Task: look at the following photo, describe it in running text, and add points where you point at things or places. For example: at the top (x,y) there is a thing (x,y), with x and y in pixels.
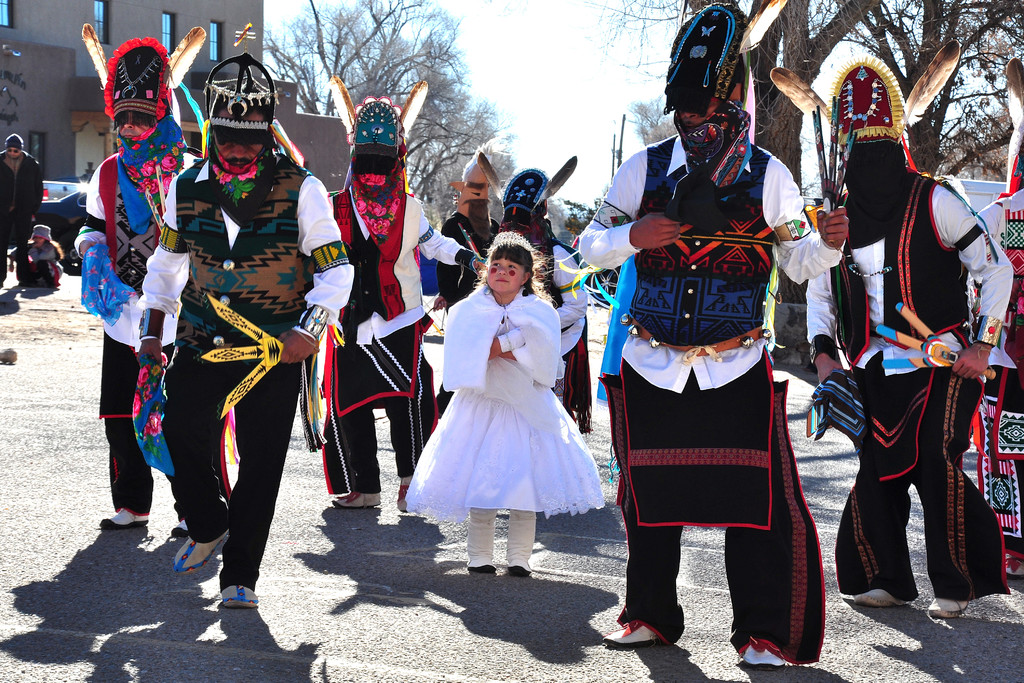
In this image I can see number of persons (303,270) wearing costumes (301,222) are standing on the ground (432,354). In the background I can see few vehicles (73,246) on the ground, few buildings (69,18), few trees (454,109) and the sky (584,79).
